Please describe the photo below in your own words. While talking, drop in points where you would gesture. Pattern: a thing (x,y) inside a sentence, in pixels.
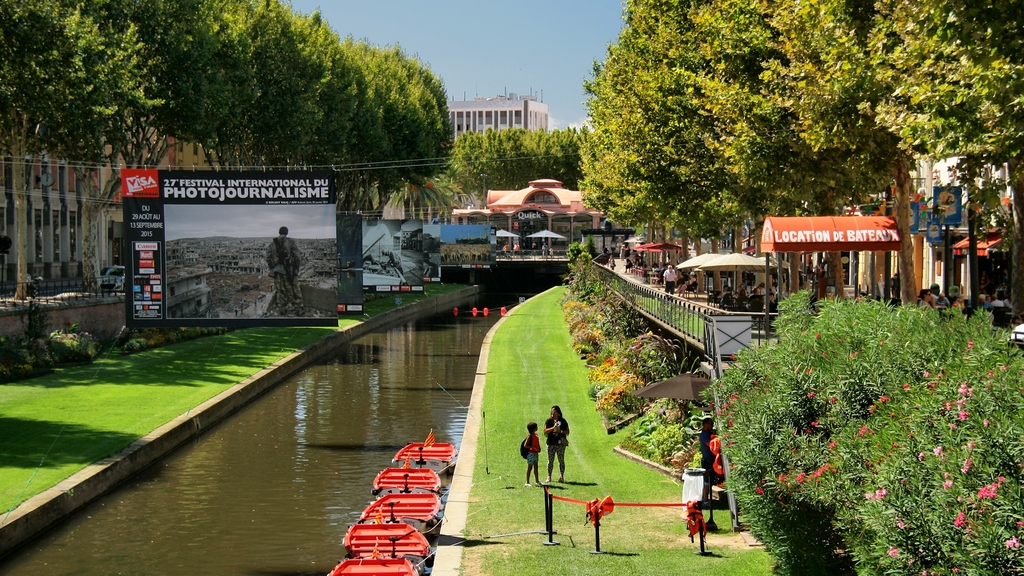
In this image there are buildings (64,220) and trees (294,24) in the left corner (79,209). There are people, trees (974,137) and buildings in the right corner (725,236). There is water (42,565) in the middle (488,303). There are buildings (567,194) and trees (486,159) in the background (496,144). There is sky (473,27) at the top (440,28).
